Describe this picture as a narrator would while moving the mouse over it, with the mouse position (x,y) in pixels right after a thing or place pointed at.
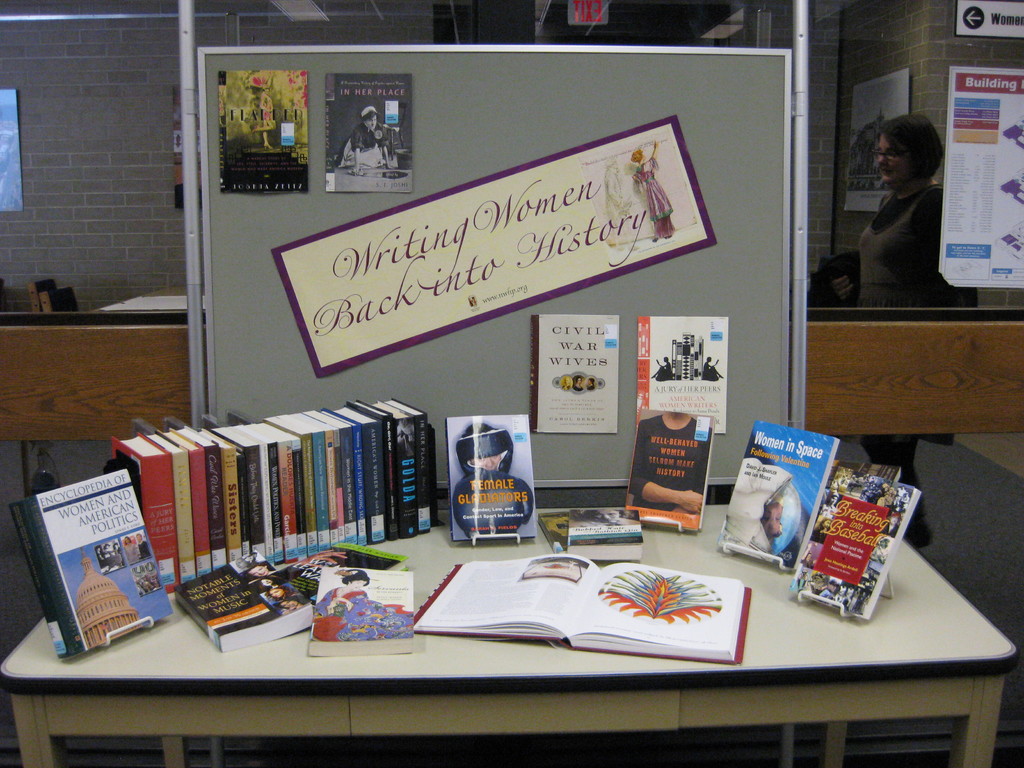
In the center (567,507) we can see table (428,580), on table (429,583) we can see books (473,604) and paper (630,595). In the background (584,230) there is a brick wall (62,166), board (249,401), glass (634,12), sign board (578,15), table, chair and one person (841,285) standing.
